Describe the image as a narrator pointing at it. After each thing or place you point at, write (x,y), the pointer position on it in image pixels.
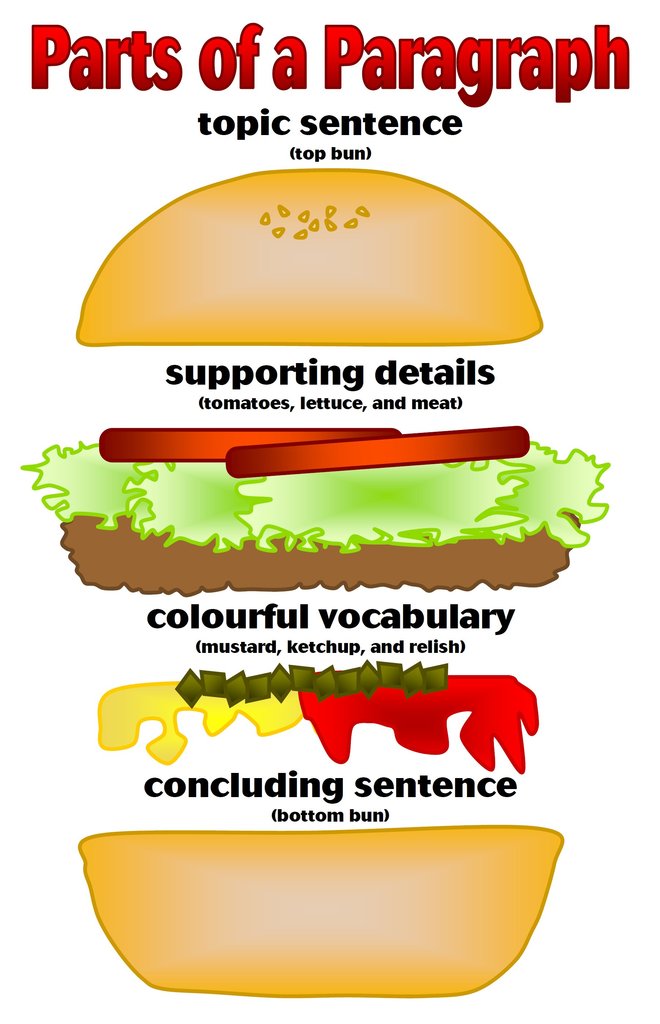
A poster (484,359) of a burger (389,275). Something written on this poster (528,362).
